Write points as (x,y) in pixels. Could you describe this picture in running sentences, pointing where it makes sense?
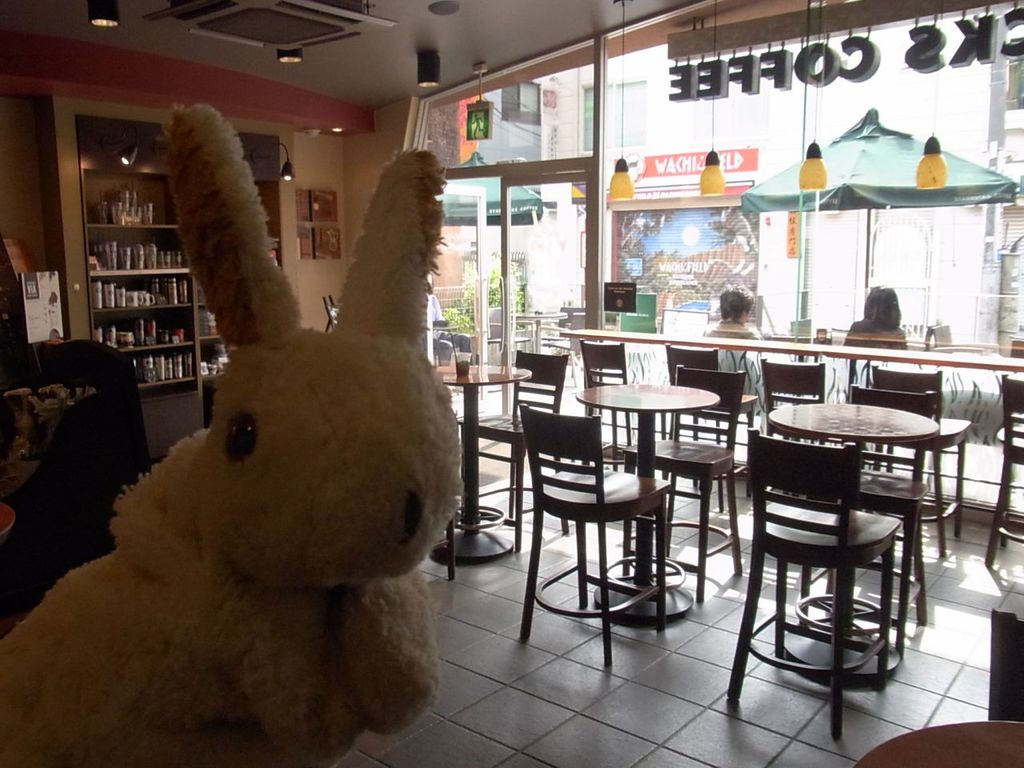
In the image we can see there is a rabbit toy (204,461) and there are tables (924,421) and chairs (842,442) and there are two persons (737,331) sitting here and at the back (160,244) there is a shelf (99,190) in which there are cups (120,305), bottles (150,379), glasses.
